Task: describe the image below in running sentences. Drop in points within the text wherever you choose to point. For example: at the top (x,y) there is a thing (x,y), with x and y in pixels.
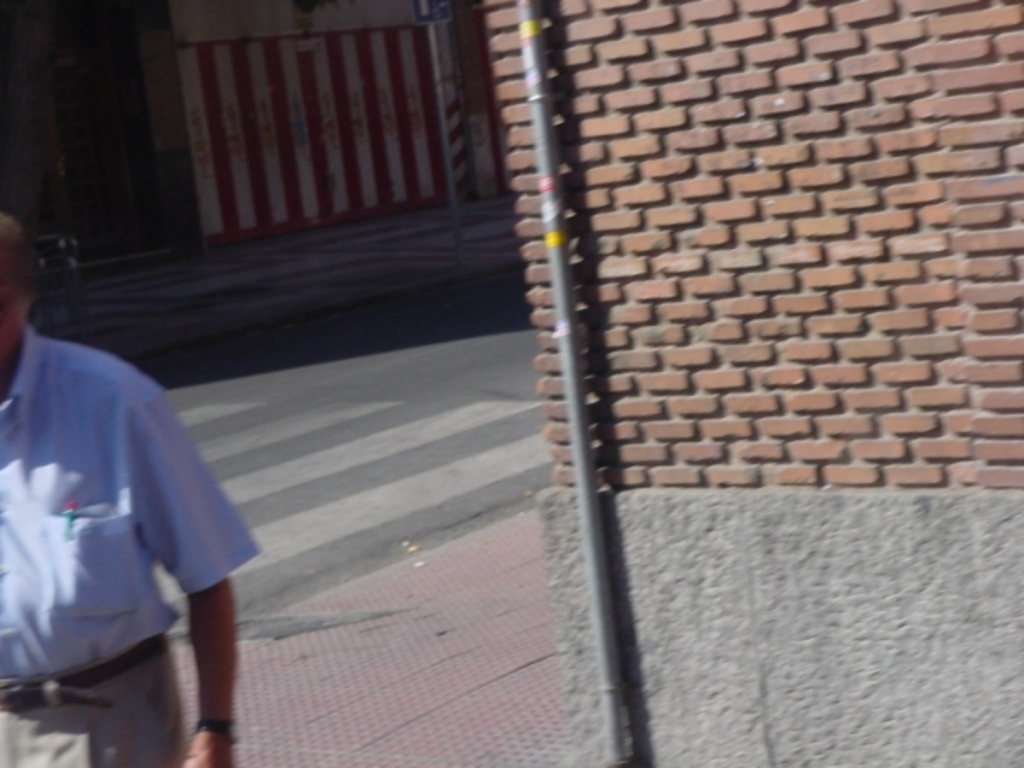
Here we can see a person (215,506). This is a road (437,441) and there are poles (436,27). In the background (460,169) we can see wall (781,418).
